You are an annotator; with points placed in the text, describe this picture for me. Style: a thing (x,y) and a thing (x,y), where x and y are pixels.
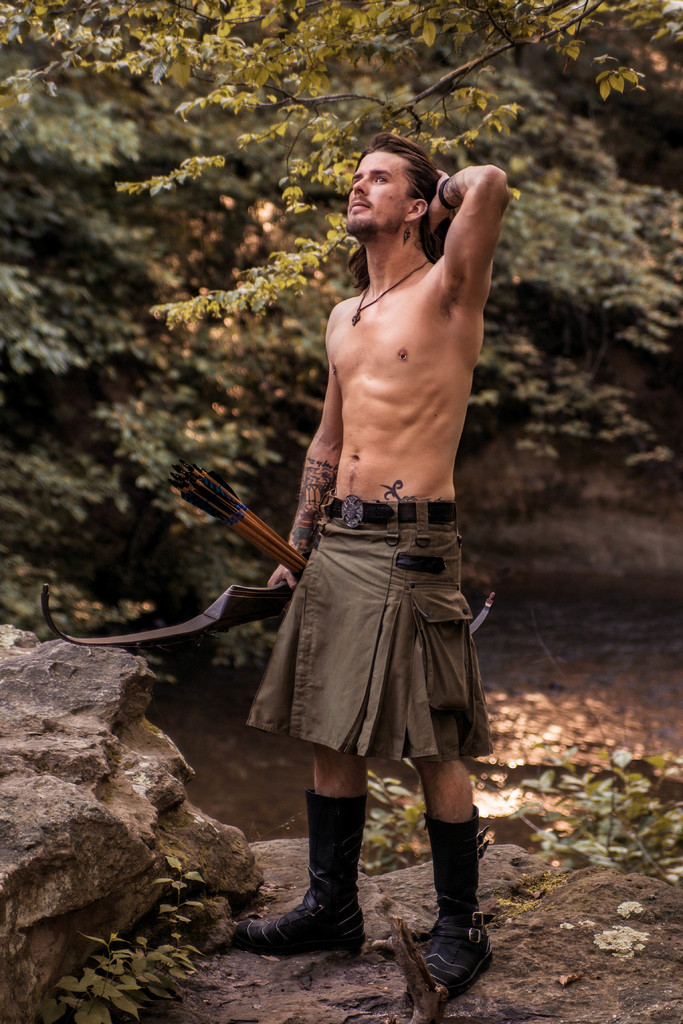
In this image we can see a person (330,509) standing and holding the objects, there are some trees (237,653), plants (386,819), rocks (35,789) and water (393,771).
